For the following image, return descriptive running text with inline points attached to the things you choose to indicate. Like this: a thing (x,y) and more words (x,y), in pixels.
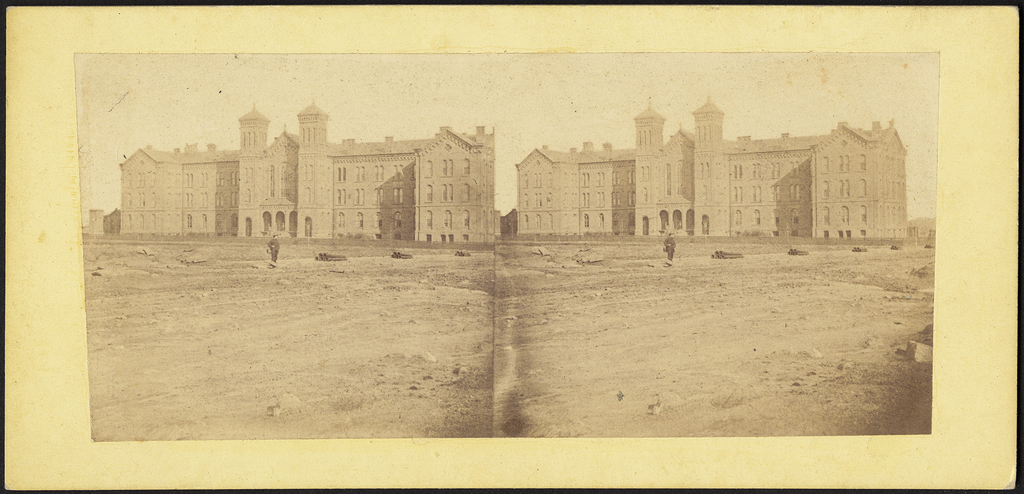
In this image I can see two pictures edited and made as a collage. The two pictures of same view. In these pictures, I can see a building (348,202). In front of this building (210,194) there is a person (274,246) walking on the ground (292,310). At the top of the image (391,93) I can see the sky (270,81).
